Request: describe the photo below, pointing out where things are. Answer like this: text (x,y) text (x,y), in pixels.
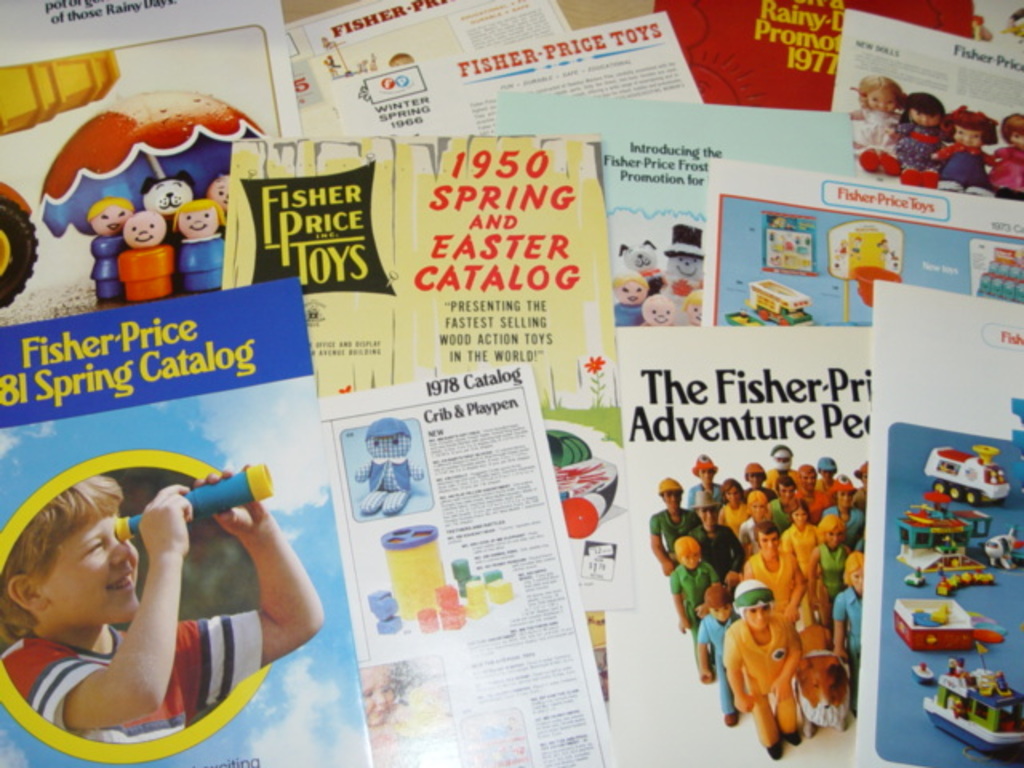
Here there are cards (475,222) and posters (476,211) with pictures (90,262) on it on a platform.
